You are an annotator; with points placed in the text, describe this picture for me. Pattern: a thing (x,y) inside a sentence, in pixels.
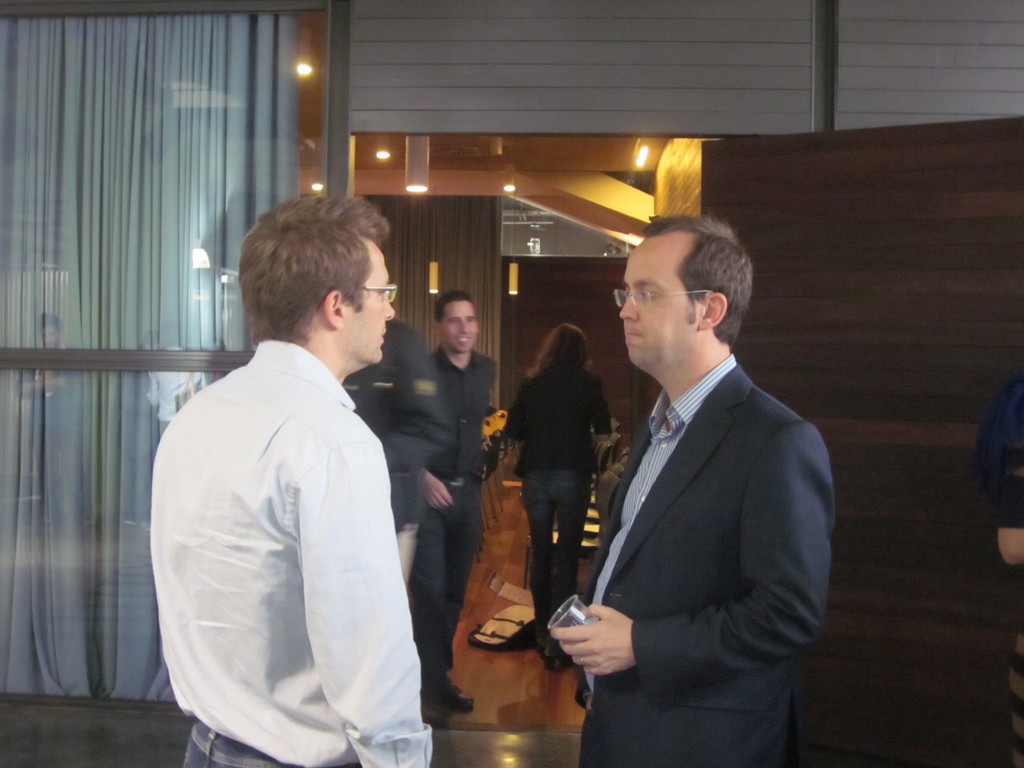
There are few persons (732,744) on the floor (467,719). Here we can see a glass (93,244), curtains (164,117), lights (433,278), door (826,410), and wall (734,131).
